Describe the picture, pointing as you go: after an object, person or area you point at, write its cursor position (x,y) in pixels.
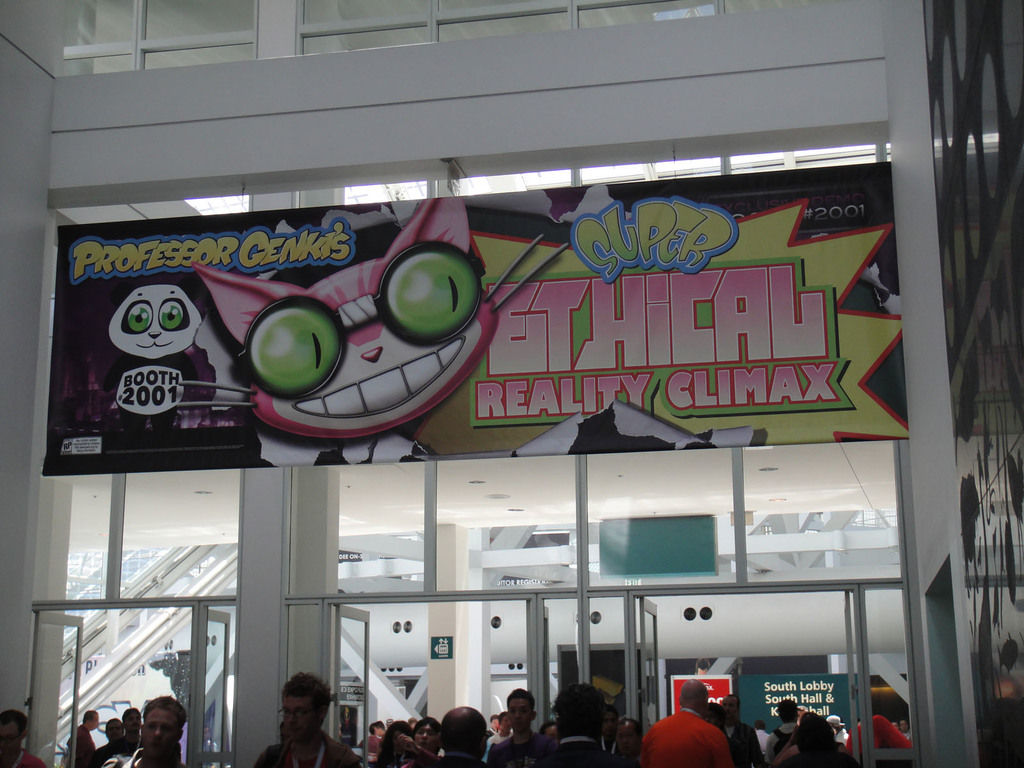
In this picture we can see a building (236,546), here we can see a group of people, name boards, pillars (249,542), doors (363,657), lights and some objects (561,653).
